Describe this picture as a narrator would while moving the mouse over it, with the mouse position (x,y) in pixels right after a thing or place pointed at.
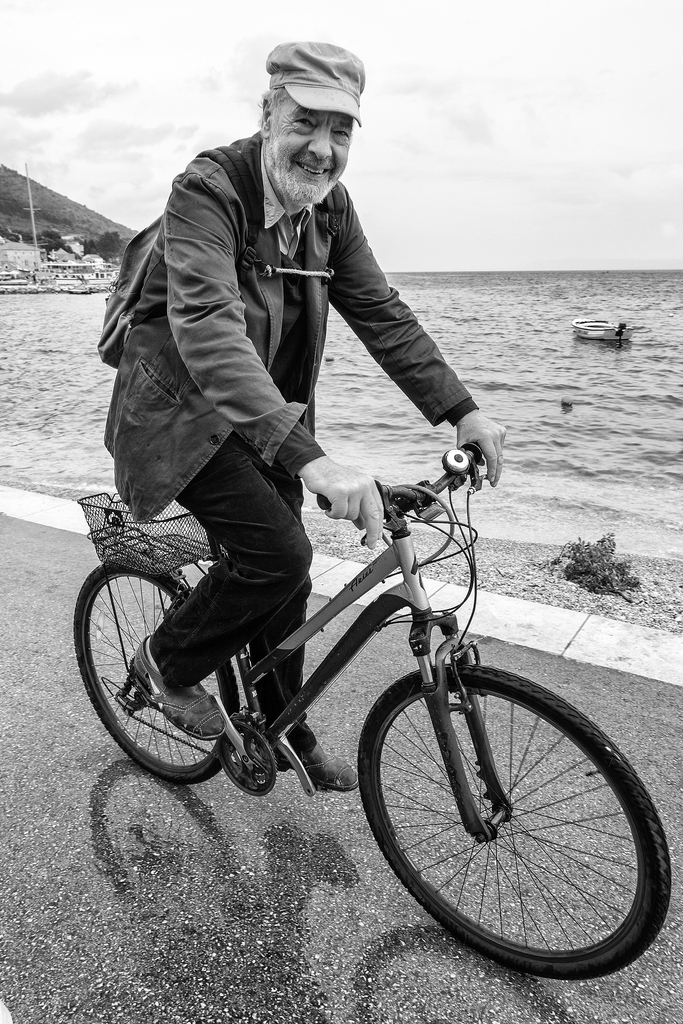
In the middle of the image (308,345) a man (422,400) is riding bicycle (367,789) on the road (465,768) and smiling. At the top of the image (375,1) there are some clouds (474,39). Top left side of the image (76,202) there is a hill (27,220). Right side of the image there is a boat (578,327) on the water (500,303).
